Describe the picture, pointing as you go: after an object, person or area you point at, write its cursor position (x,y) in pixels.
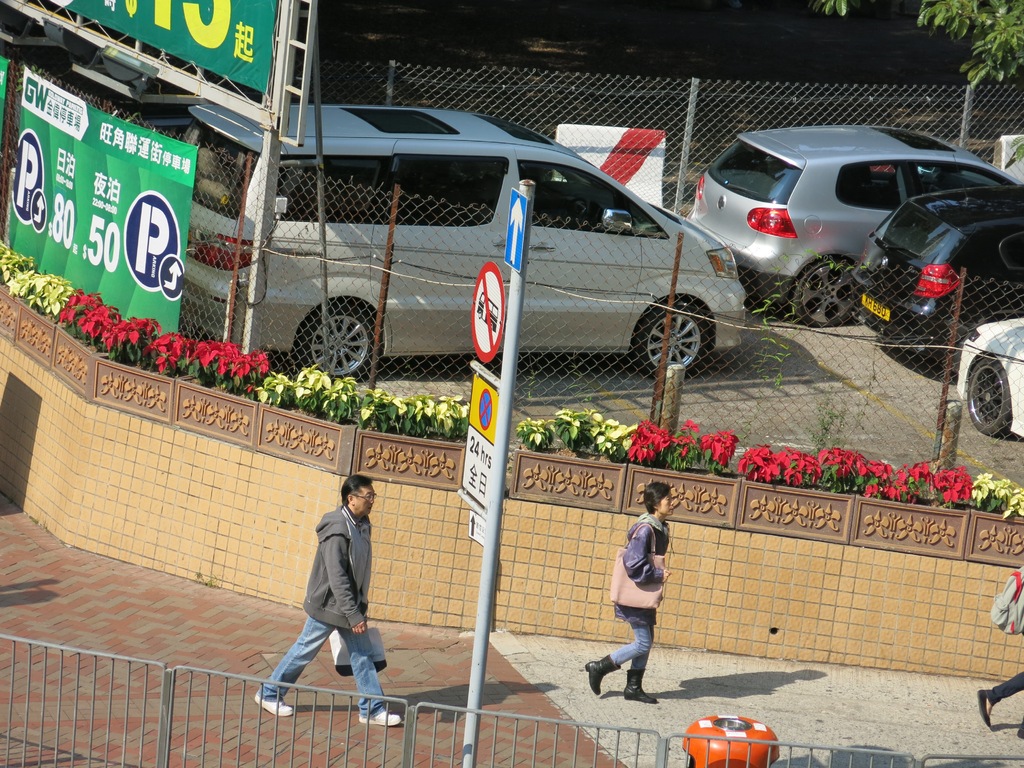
At the center of the image (557,267) there are vehicles (448,279) parked in a car park (682,291). On the front of the car park (792,391) there is net fencing (625,379) and we can see there are some banners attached the fence (239,209), above the wall (505,574) there are few plant pots (231,346) and there are few people (661,532) walking on the path (736,659). At the bottom of the image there is a railing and a pole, some sign boards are attached to it.
